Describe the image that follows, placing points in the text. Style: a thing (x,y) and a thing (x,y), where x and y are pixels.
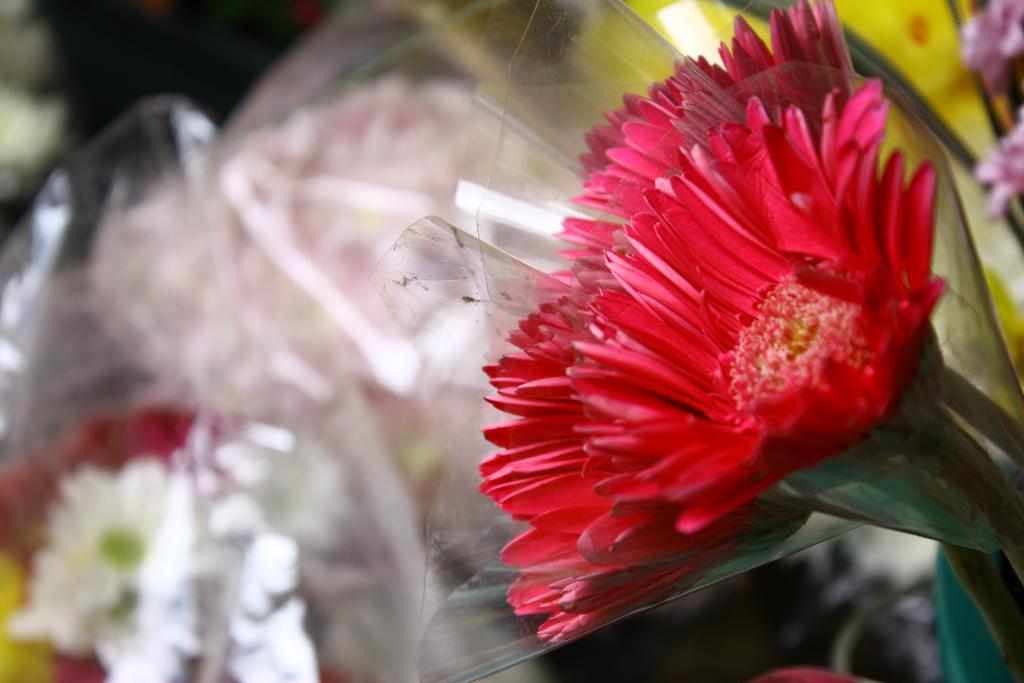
In this image I can see few red colour flowers (729,314) in the front (628,327). I can also see few more flowers (150,565) and plastic covers (534,142) in the background (387,236). I can also see this image is little bit blurry in the background (377,241).
